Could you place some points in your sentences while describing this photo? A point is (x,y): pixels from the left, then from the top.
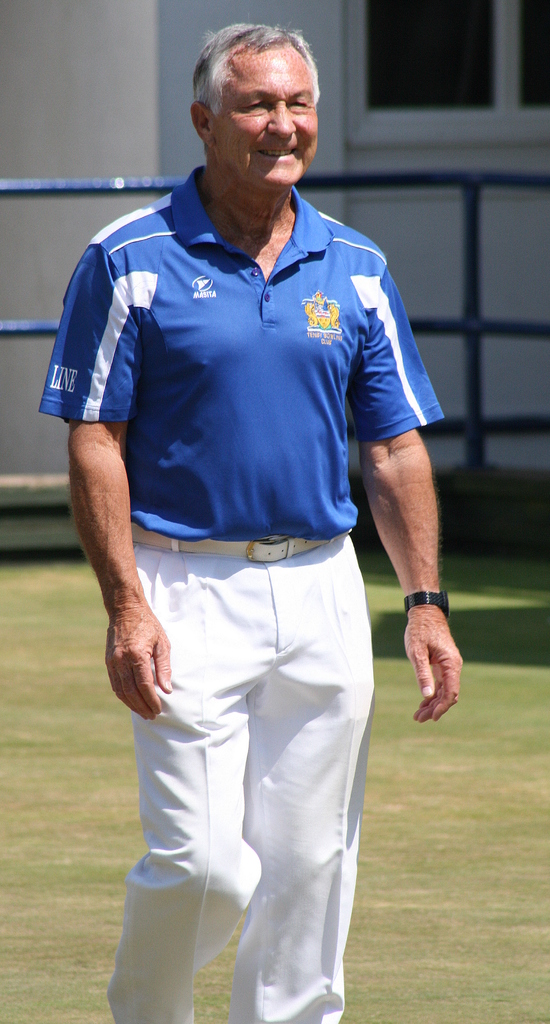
In the center of the image (250,538) a man (269,458) is standing. In the background of the image (23,356) we can see a window (400,72), wall (124,68) and rods (59,182) are there. At the bottom of the image (62,909) ground (89,895) is there.
